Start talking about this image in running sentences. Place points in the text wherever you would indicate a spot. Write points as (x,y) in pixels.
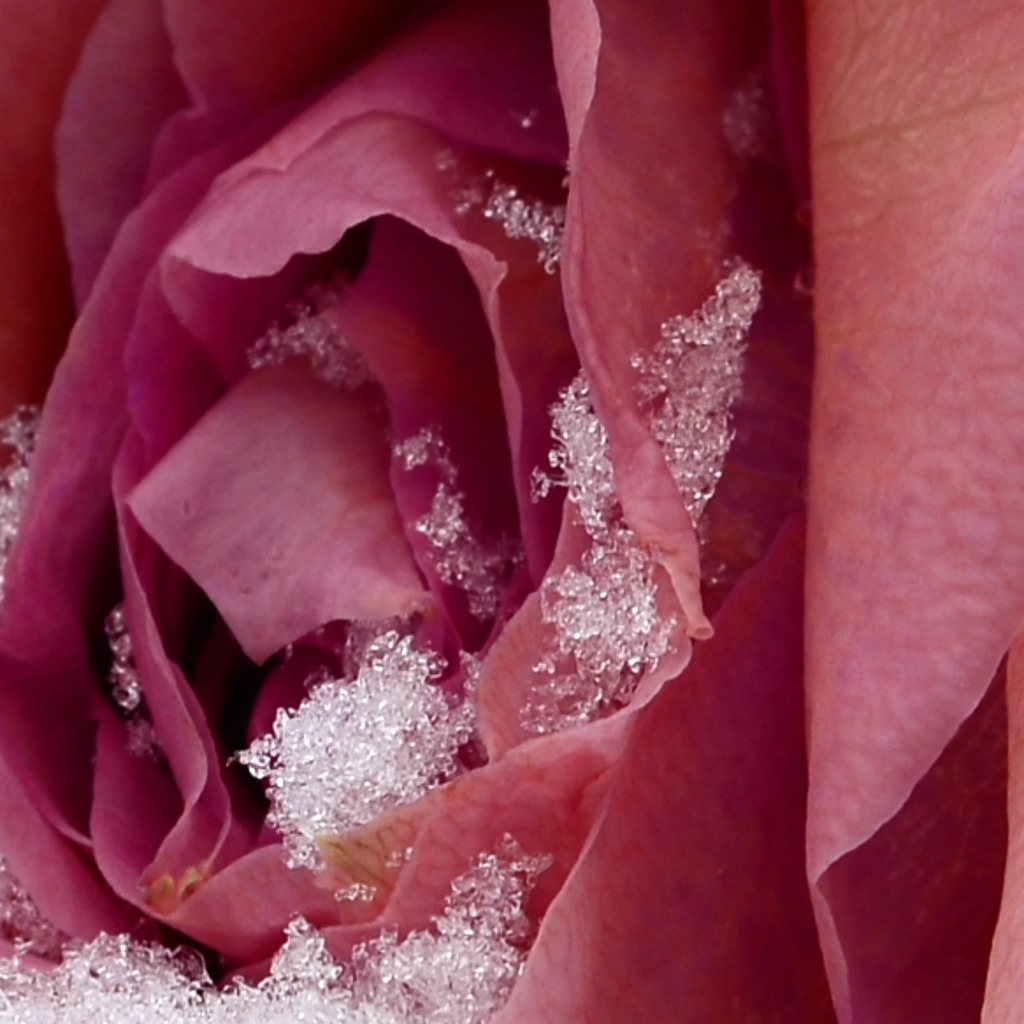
In this picture there is a pink color flower (390,302) which has a white color object (408,659) on it.
